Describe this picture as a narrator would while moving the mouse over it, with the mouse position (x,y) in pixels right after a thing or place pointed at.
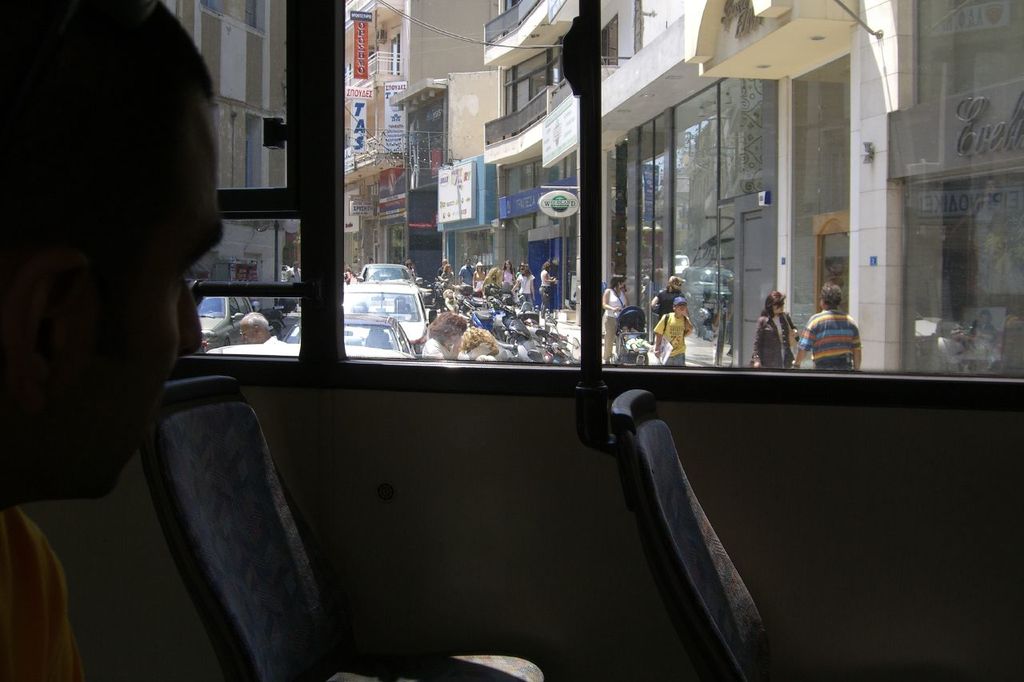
In this picture we can see an inside view of a vehicle (357,471), there are two seats (674,478) in the front (694,579), in the background (697,295) there are some buildings (491,154), hoardings (458,210), vehicles (390,318), bikes (540,313) and glasses (850,130), on the right side (776,334) there are some people (654,297) walking, we can see a person (49,463) on the left side (100,473).
